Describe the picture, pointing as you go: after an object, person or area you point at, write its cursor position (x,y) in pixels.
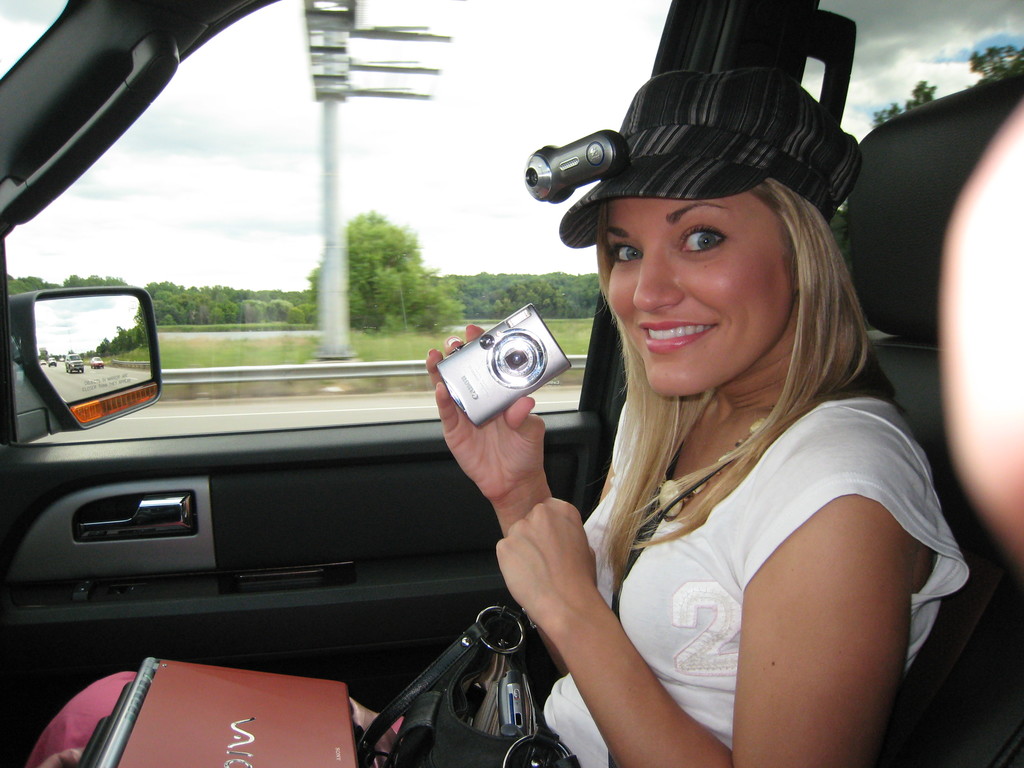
In this picture we can see woman (826,457) sitting on seat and smiling and carrying camera (534,356) in her hand (491,424) and laptop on her and this woman (557,633) is inside car (724,52) and from window (387,167) we can see trees (535,302), sky (416,176), pole (325,115).
